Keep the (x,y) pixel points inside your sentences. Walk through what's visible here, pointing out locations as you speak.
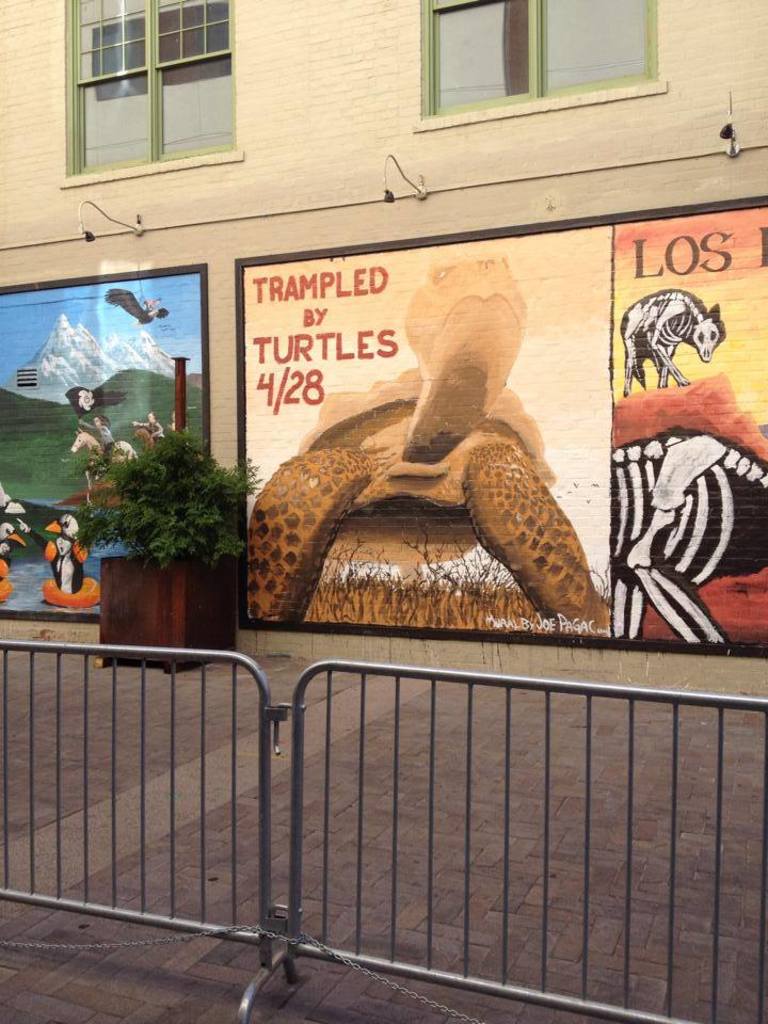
In this image I see the building (426,145) and I see something is painted on this wall (401,236) and I see the windows (494,55) over here and I see the plant (174,463) over here. I can also see the path (380,912) and the fencing (115,689) over here.
